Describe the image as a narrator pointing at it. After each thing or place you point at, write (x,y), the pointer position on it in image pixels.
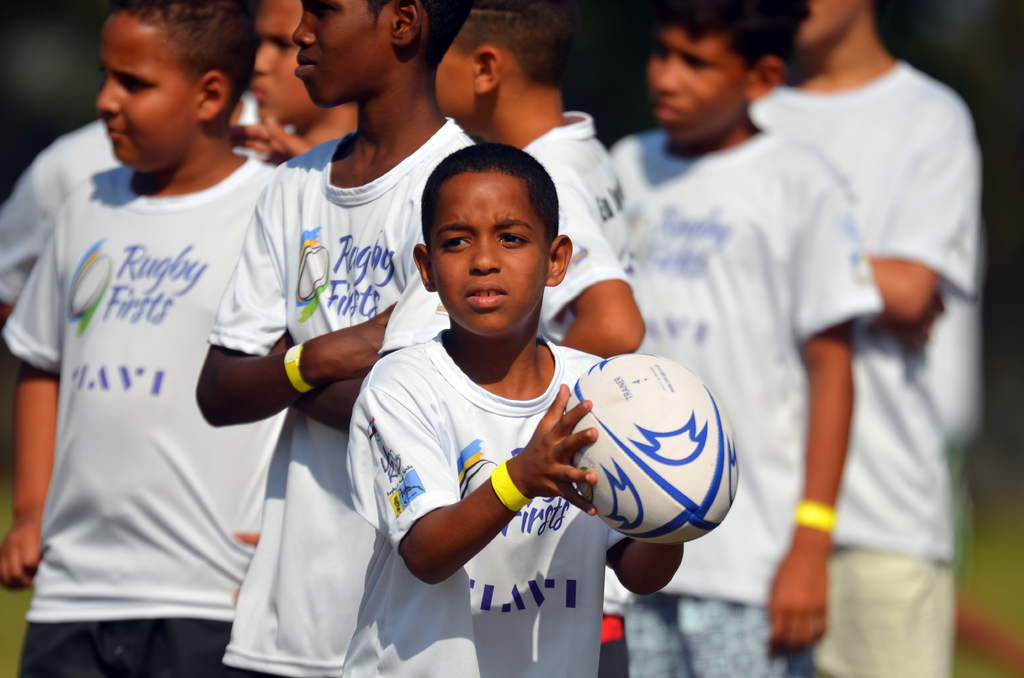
In this image there is a group of kids (311,238) who are wearing similar dress (367,432) and at the middle of the image (481,368) there is a kid (620,578) catching a ball (618,482) in his hands (534,476).
